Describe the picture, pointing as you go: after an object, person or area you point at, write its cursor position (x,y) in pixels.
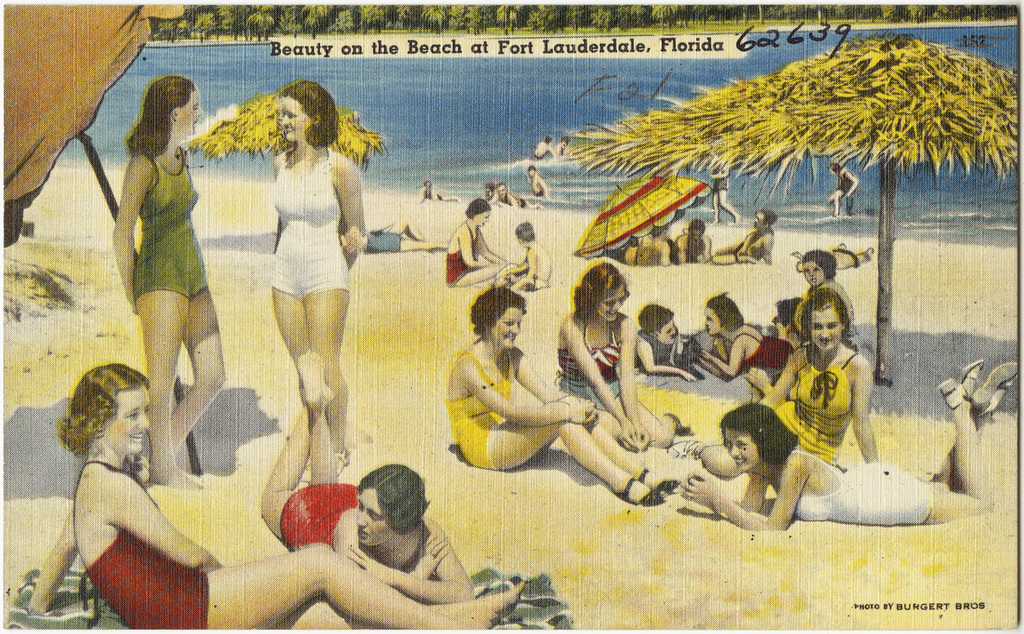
In this image there is a beach (509,174) at top of this image (551,124), and there is a text (383,51) written at top of this image (354,51), and there are some trees (616,19) in the background (451,32). There is one umbrella (814,103) at right side of this image (807,129) and one at left side of this image (258,124). there are some persons (715,251) lying on the beach (549,243), and the two persons (474,237) sitting in middle of this image (484,251) and there is one women (829,474) lying at bottom right corner of this image (823,487) is wearing white color dress (871,494) and there are two women (112,589) sitting and lying at bottom left corner of this image (176,581) and there are two women's (300,260) standing at left side of this image (316,197).
